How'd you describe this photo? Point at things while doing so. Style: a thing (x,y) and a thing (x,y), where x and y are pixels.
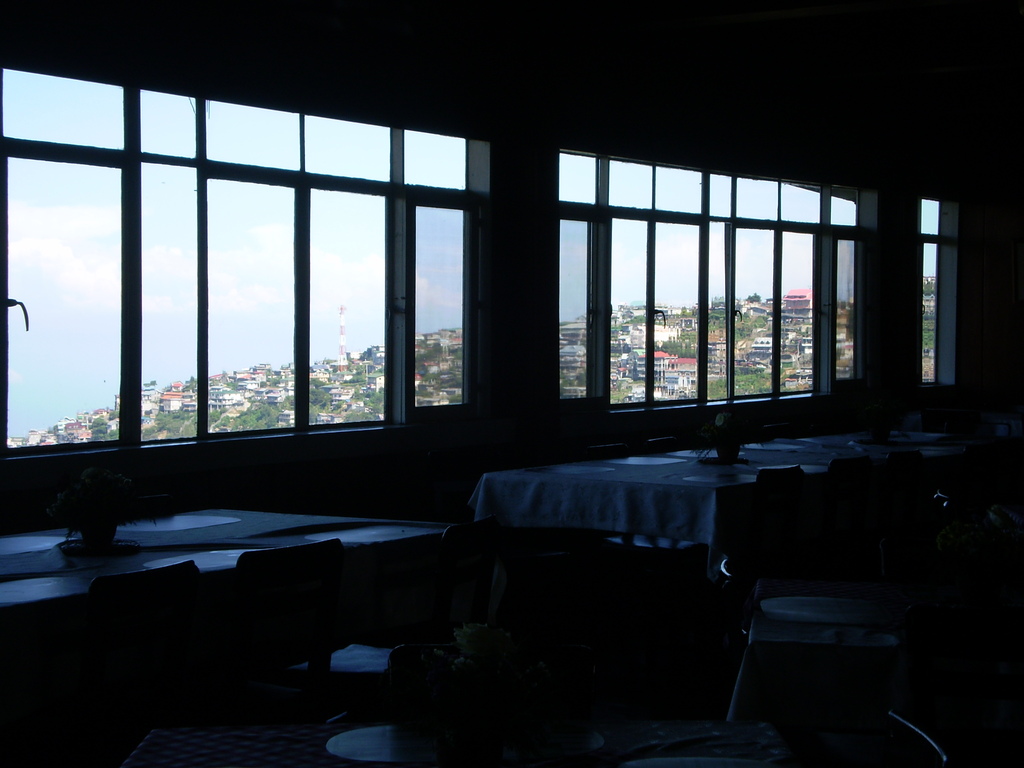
In this image I can see a tables (634,479) and chairs (470,562). We can see some objects (723,441) on the table (695,457). Back Side I can see glass windows (601,228), trees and buildings (676,360). The sky (358,266) is in blue and white color.
